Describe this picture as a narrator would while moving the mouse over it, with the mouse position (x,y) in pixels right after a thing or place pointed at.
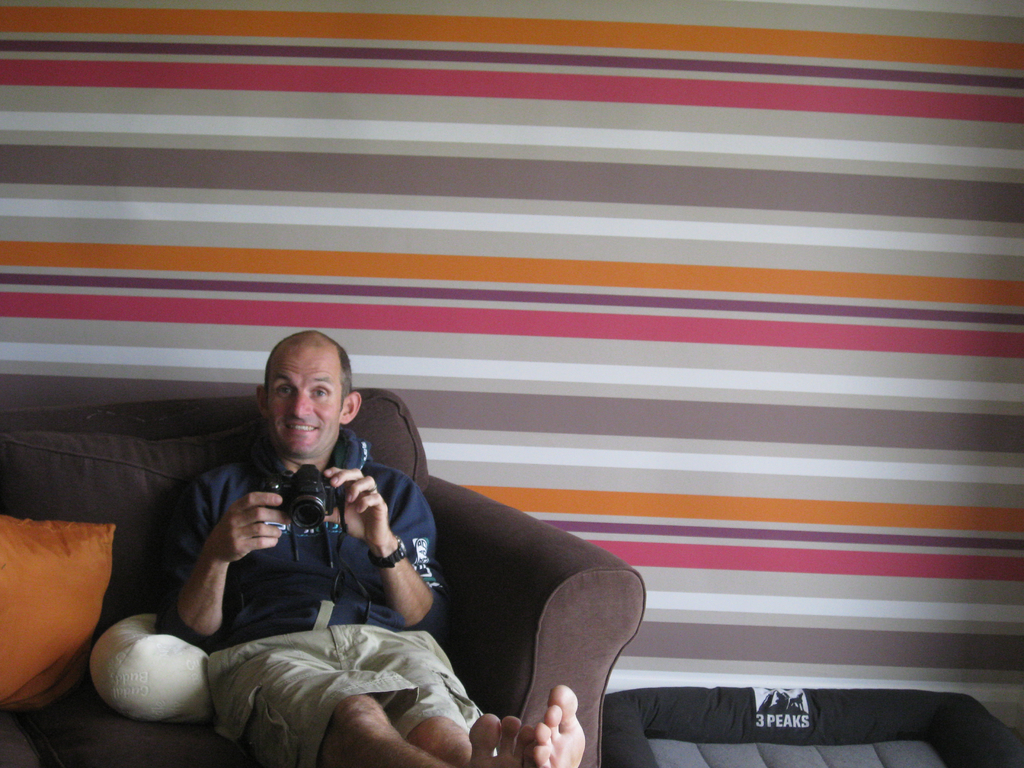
In this image there is a person (261,529) sitting on the sofa (375,411) and holding a camera (319,513). There are orange and white color pillows (85,615) on the sofa (44,494).
